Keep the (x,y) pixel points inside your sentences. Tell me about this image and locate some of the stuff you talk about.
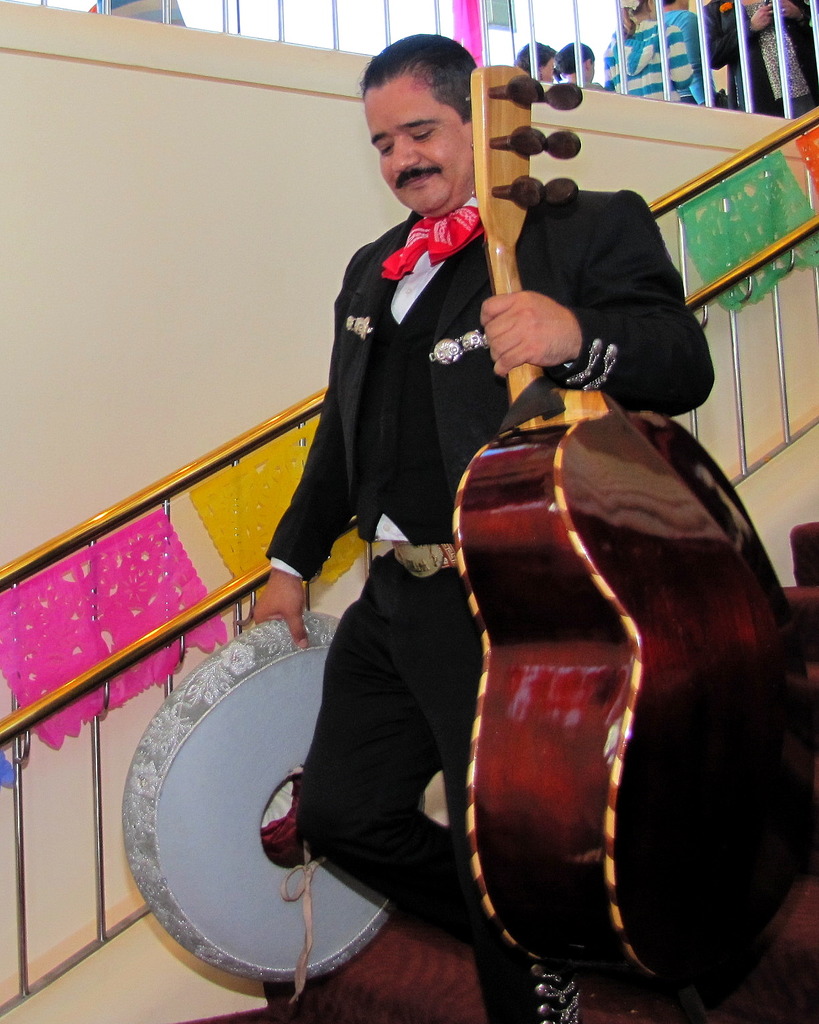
In this image there is a man (441,459) walking, he is holding a guitar (522,520) and an object (313,733), there are staircase (441,974), there are group of persons (656,60) towards the top of the image (694,45), there are decorative papers (786,218), there is the wall (169,311).
